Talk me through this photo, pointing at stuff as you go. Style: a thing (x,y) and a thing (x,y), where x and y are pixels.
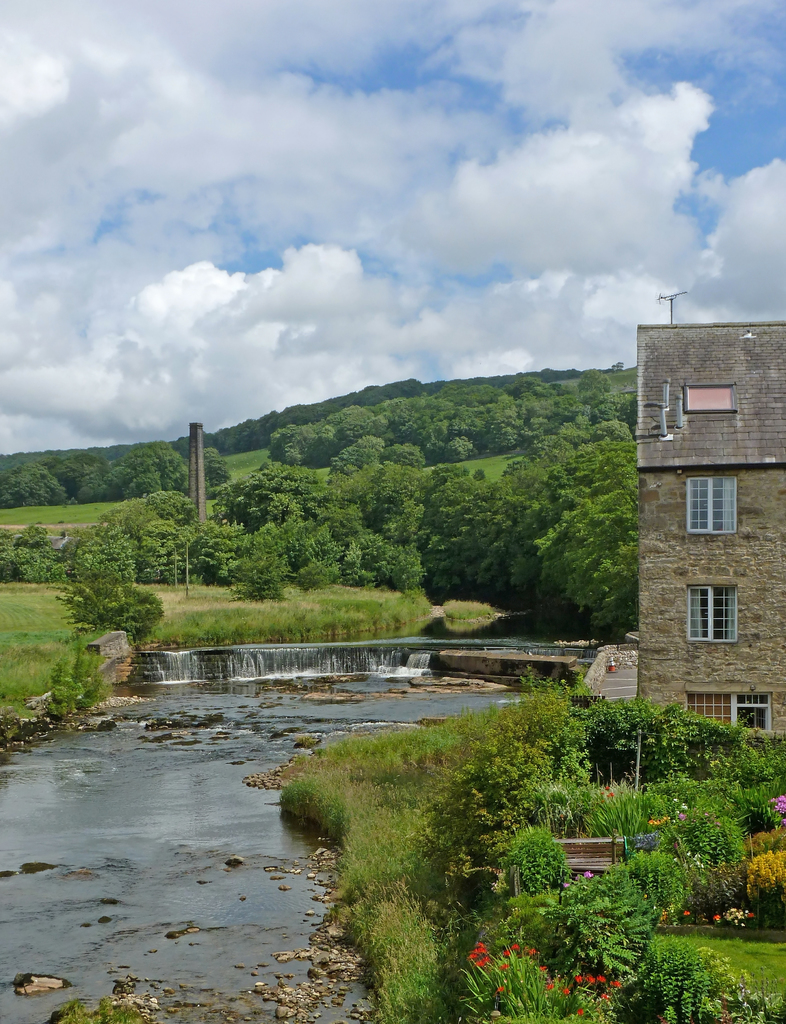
In this picture I can observe a river (249,707). On the right side (676,605) there is a building (682,597). I can observe some plants (507,771) and grass (324,621) on the ground (288,621). In the background (303,433) there are trees (309,441) and a hill (465,406). I can observe a sky (348,236) with some clouds (368,228).
